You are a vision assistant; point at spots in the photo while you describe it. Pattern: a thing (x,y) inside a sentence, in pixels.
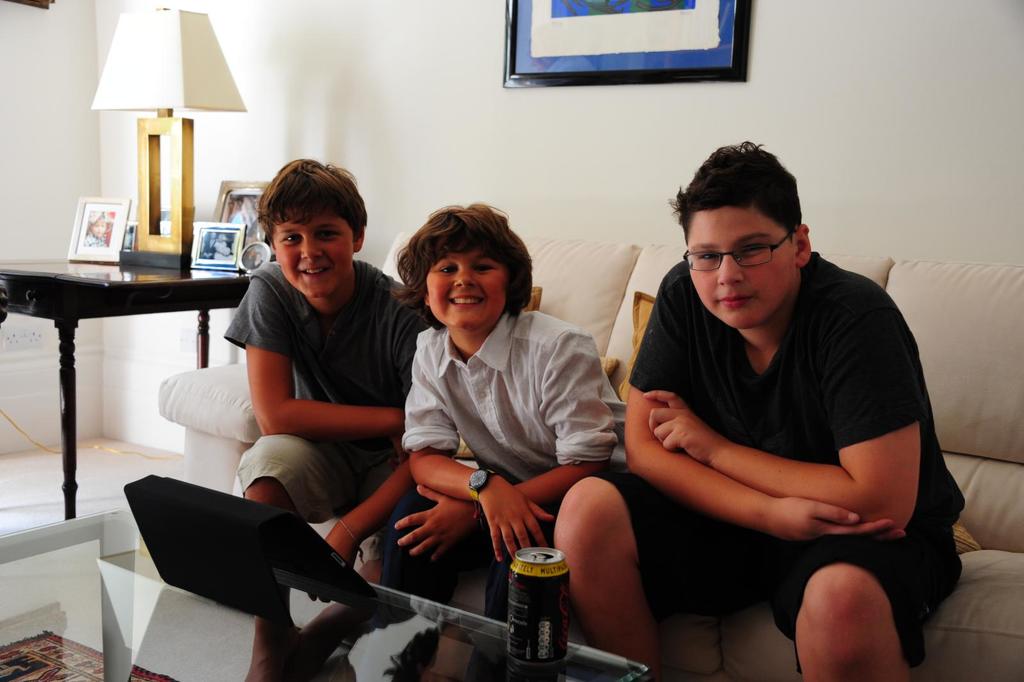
In this image, 3 peoples (502,495) are sat on the white couch (965,402). There is a glass table (408,642) at the bottom (435,653). Few items (278,588) are placed on it. And back side, there is photo frame (627,59). Left side (111,288), wooden table (159,289), few items (158,248) are placed on it.
